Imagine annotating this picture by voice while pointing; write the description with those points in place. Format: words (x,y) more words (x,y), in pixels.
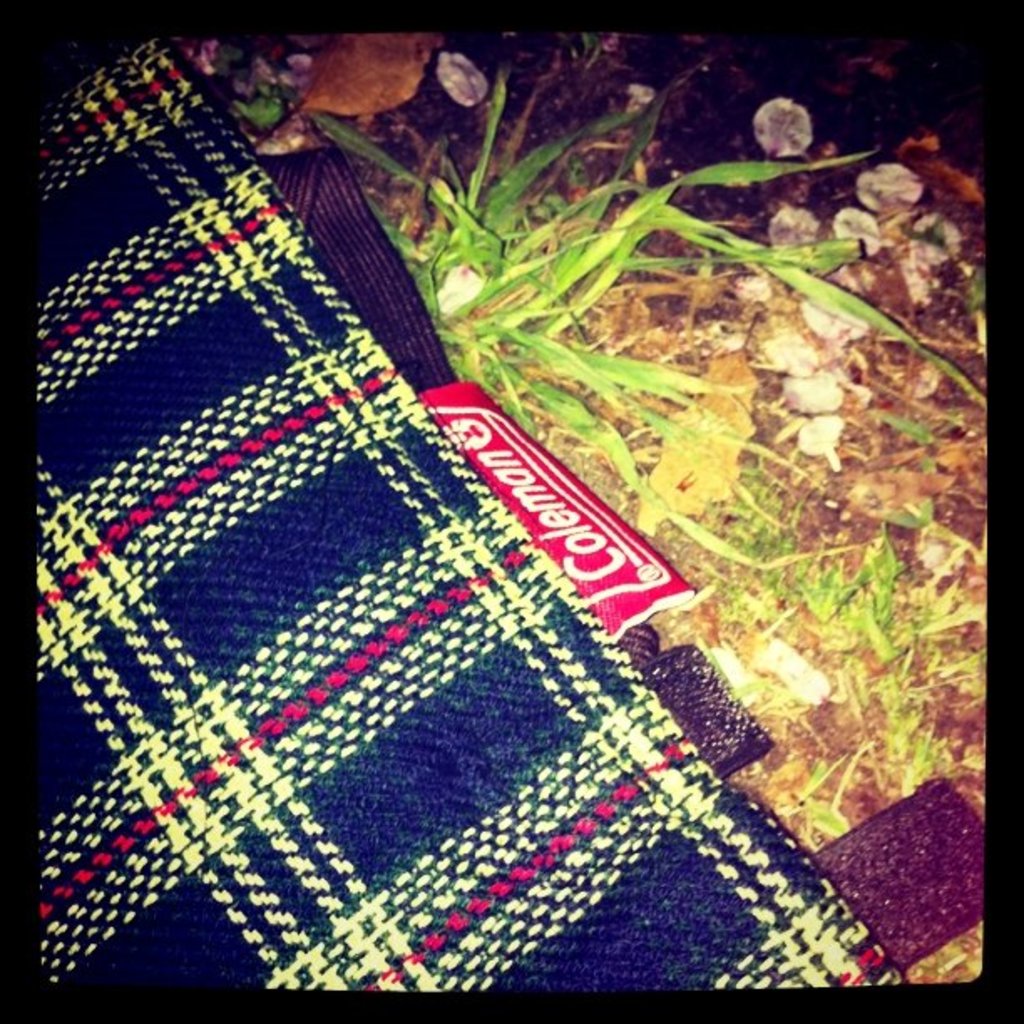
In this image there is a blue color blanket (589,789) beside that there is a ground (733,450) with grass (541,205) and stones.
